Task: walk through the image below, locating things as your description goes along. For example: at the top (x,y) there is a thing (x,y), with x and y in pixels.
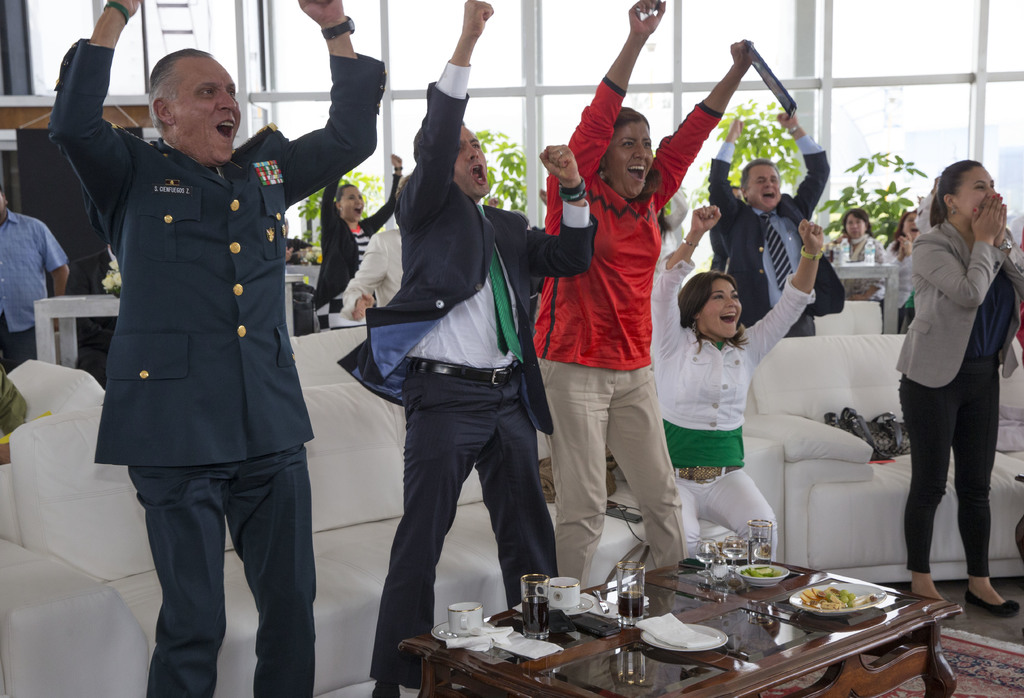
In this Picture we can see a group of men and women (590,325) are enjoying keeping their hand (348,45) up. On the left side (337,109) we can see military soldier (222,362) wearing black coat (254,193) and badges (269,175) on the left side (272,178) is enjoying by shouting and putting his hand (332,48) up. Beside we can see another man (466,206) wearing black coat (457,278) is also enjoying, beside a woman (613,237) wearing red top (609,364) is smiling and putting her hand (742,68) up. Beside a girl (720,417) sitting with white top (698,381) is smiling. In front (544,651) center table (603,661) is placed on which some food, tissue papers (514,633), coke glass (540,619) and tea cup (558,599) are seen.
